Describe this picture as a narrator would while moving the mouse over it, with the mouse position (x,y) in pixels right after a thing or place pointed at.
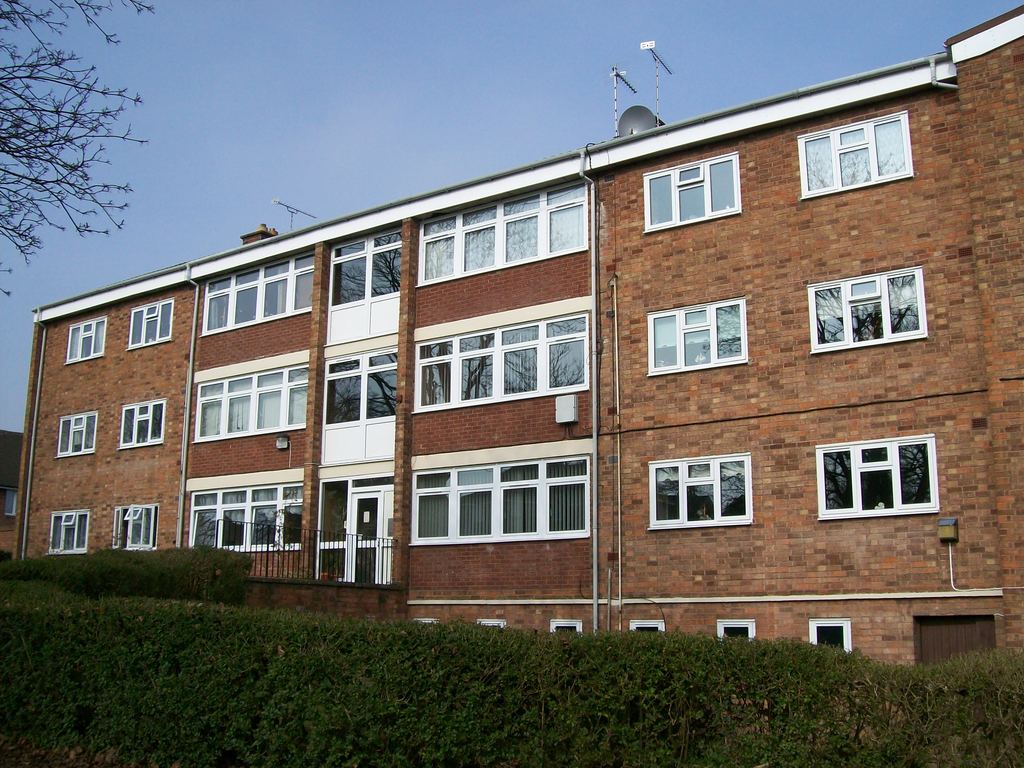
At the bottom of the image (335,687) there are bushes (119,643). Behind the bushes (119,643) there is a building (882,289) with walls (1013,476), glass windows (657,347), glass doors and at the top of the building (491,186) there are poles (621,79). In the top left corner of the image (97,137) there are branches (42,123). At the top of the image (261,101) there is sky (490,67).
